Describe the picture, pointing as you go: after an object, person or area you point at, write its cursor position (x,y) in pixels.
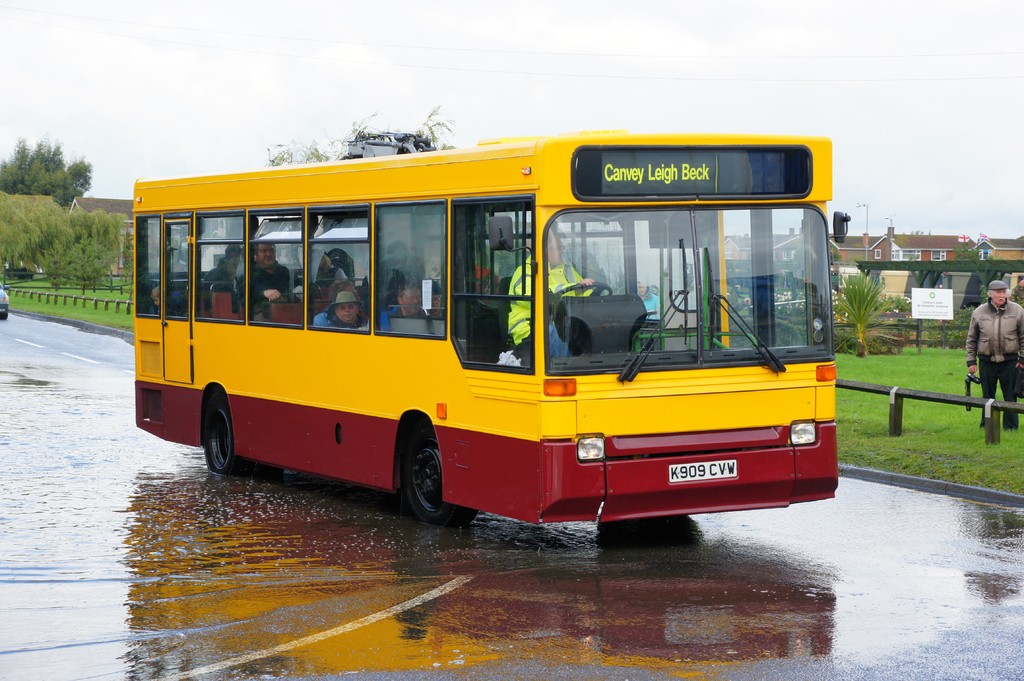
In this image we can see a person (513,322) is driving a bus (556,317). There are many people (323,269) are sitting in a bus (302,335). There is a grassy land (961,444) in the image. There is a water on the road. A man (1000,359) is standing at the right side of the image (988,356).
